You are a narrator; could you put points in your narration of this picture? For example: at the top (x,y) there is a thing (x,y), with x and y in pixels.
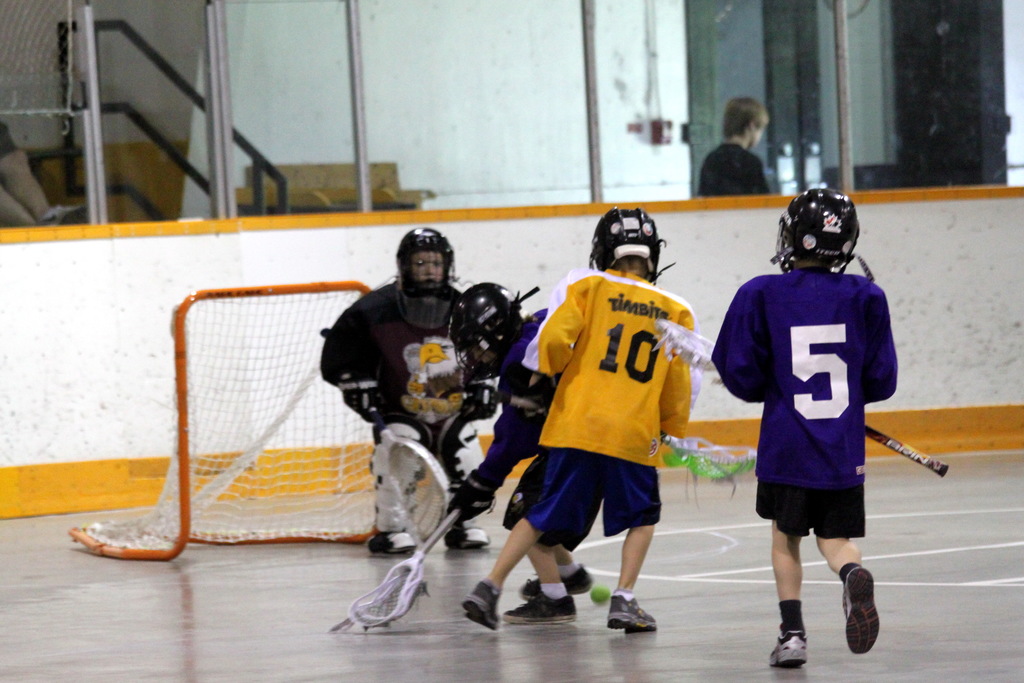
In this image we can see these children (568,572) wearing helmets (452,335) and shoes (855,609) are holding lacrosse sticks (376,606) in their hands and standing on the ground (168,562). In the background (218,369), we can see the net (335,448), the wall (53,428) and the glass windows (504,90) through which we can see stairs (118,178) and a person (745,148) walking here.
